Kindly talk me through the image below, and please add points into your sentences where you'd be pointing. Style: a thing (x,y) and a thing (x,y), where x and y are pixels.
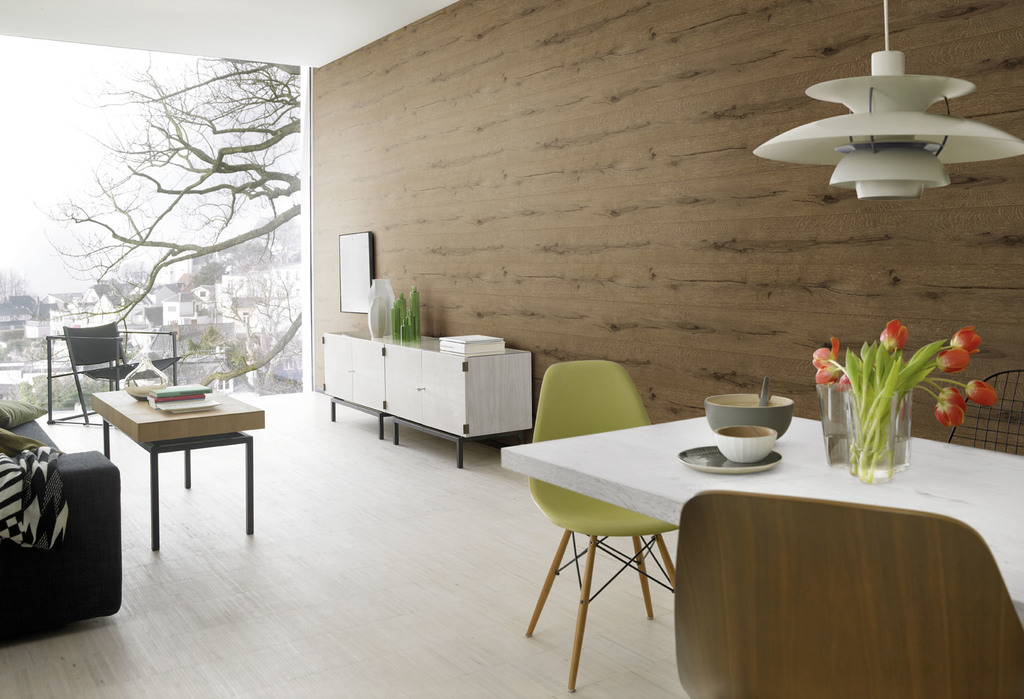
In this image on the right side (916,458) there is a table (971,514), on the table (941,445) there are bowls (774,442), glass pots (870,417), plants (888,377) and flower (906,374) and also there are some chairs (922,614). And on the left side (211,441) there is a couch (97,542), tables (122,427), chairs (93,349) and on the tables (499,367) there are some books (457,338) and some pots (379,317). And in the left side (255,331) there is a glass door (172,237), through the door (130,261) we could see some trees (210,276) and buildings (249,310) and there is a wall (634,218). At the bottom (288,539) there is floor (298,529) and at the top (249,30) there is ceiling (338,53), and on the right side of the image (872,134) there is light (869,107).
